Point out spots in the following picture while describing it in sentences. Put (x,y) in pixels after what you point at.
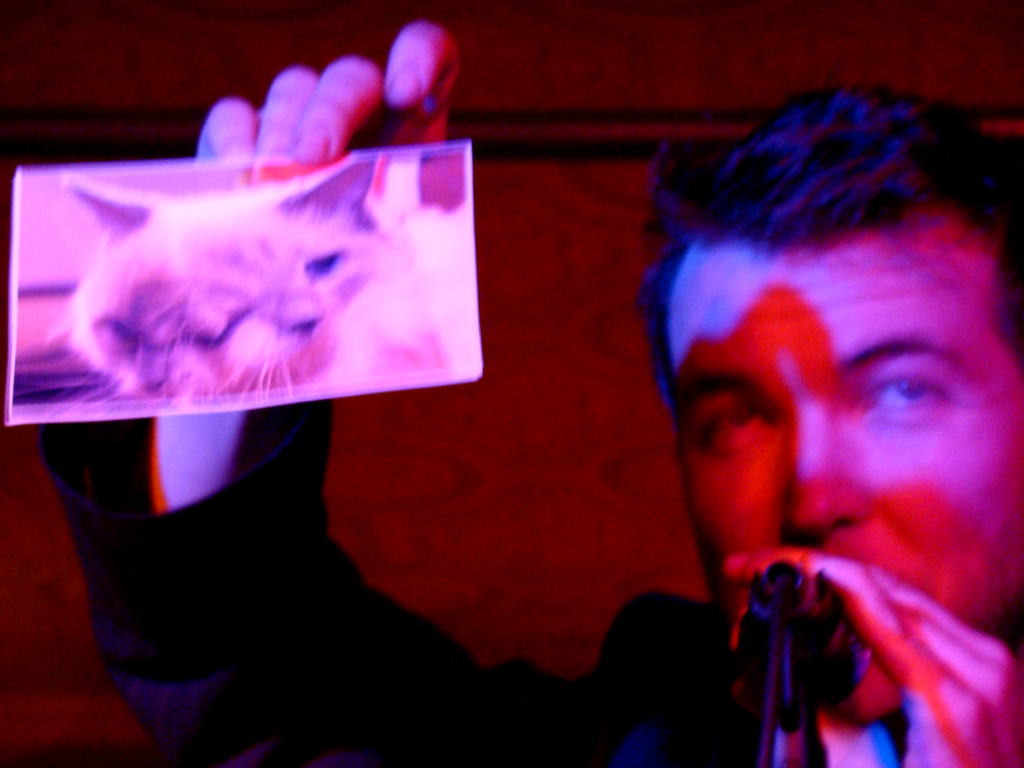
In this image there is a person (923,503) standing, in front of him there is a mic (830,645) and he is holding a photo (140,382) of a cat (135,298). In the background (545,293) there is a wall (508,480).
